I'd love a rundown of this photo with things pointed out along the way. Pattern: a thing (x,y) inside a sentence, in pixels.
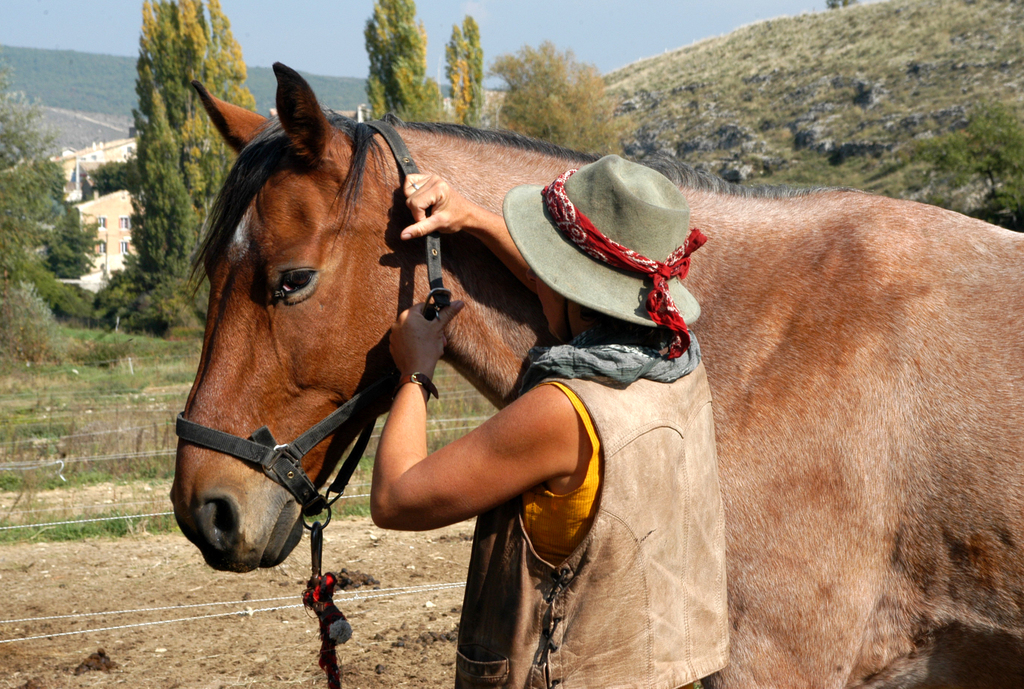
There is a horse (845,209) and person (574,301) in front of mountain (952,14) and trees (20,242).
